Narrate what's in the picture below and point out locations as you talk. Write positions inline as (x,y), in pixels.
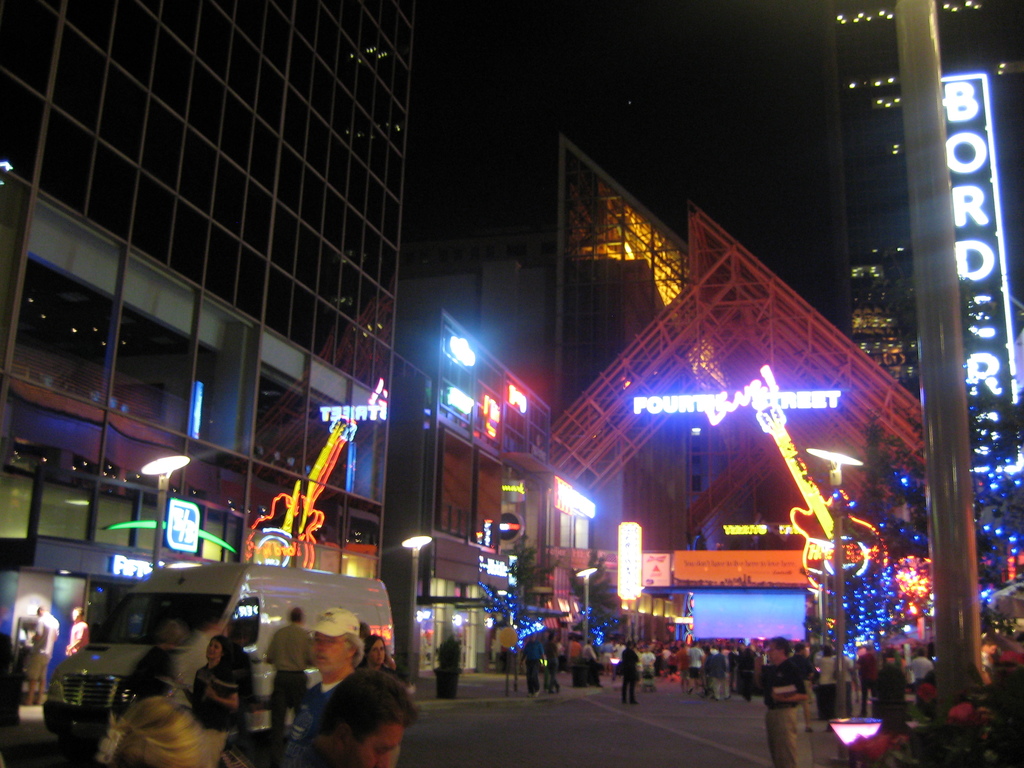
In this picture I can see the path (412,748) on which there are number of people (322,720) and on the left side of this image (124,690) I can see a van (116,643). In the background (330,522) I can see number of buildings (860,180) and I can see few boards (775,407) on which there are words (326,414) written. On the top of this picture (499,209), I can see the sky (688,77) which is dark and I see few light poles (415,570). On the right side of this picture (814,485) I can see the decoration of lights (911,586).
